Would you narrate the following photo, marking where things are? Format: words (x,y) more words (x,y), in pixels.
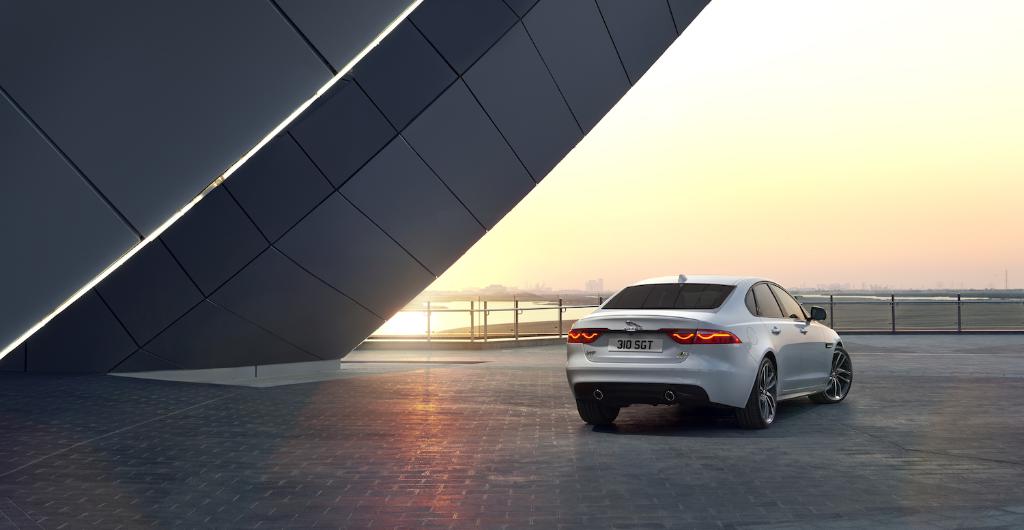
In the picture I can see a car (755,392) is on the road (789,403). The car (736,366) is white in color. In the background (475,262) I can see a building (483,204), the sky (577,276), the water (537,306) and fence (510,330).
